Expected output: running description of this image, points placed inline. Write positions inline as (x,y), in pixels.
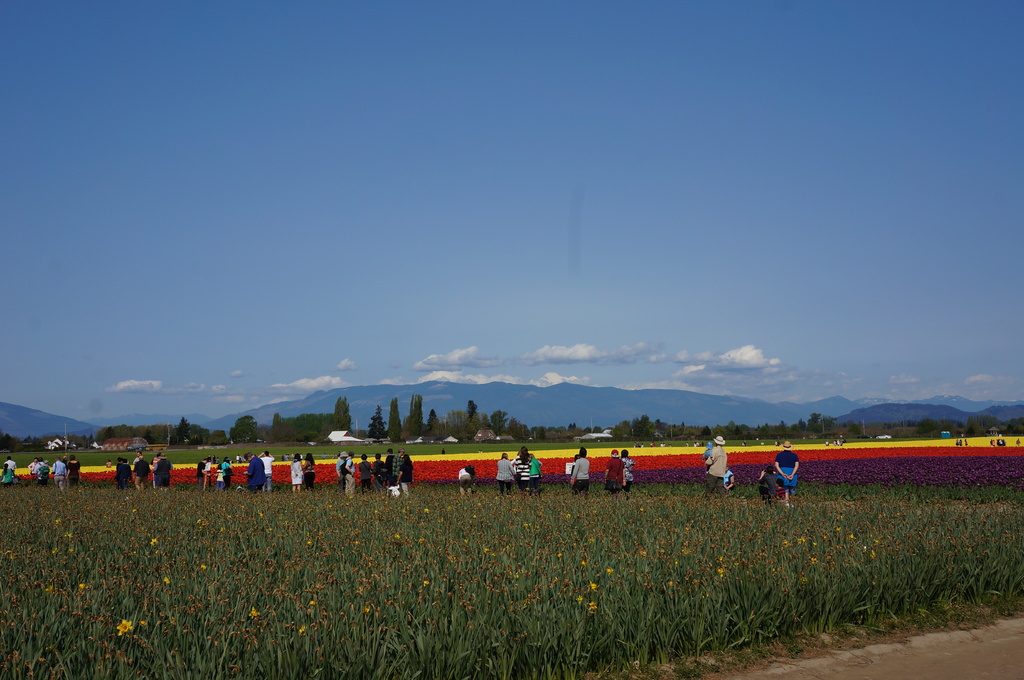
There are plants (203,575). In the back (154,481) there are many people (528,476), flowers (435,457), trees (399,416), hills (419,392) and sky (474,340) with clouds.
